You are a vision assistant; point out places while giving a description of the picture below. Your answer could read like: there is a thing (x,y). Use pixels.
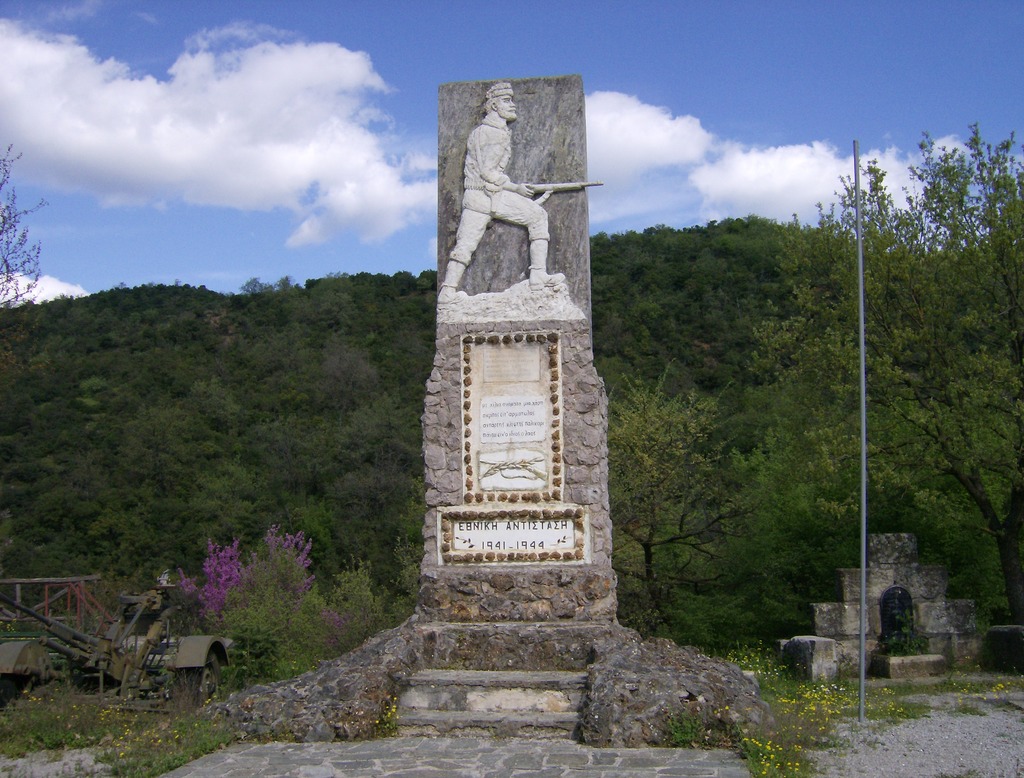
In this image we can see a sculpture (508,153) on the rock (512,315), laid stone (513,525), grave stone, pole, motor vehicle (127,641) on the ground (100,692), grass (145,727), flowers (337,633), plants (326,608), trees (800,312) and sky (631,165) with clouds (65,159).
